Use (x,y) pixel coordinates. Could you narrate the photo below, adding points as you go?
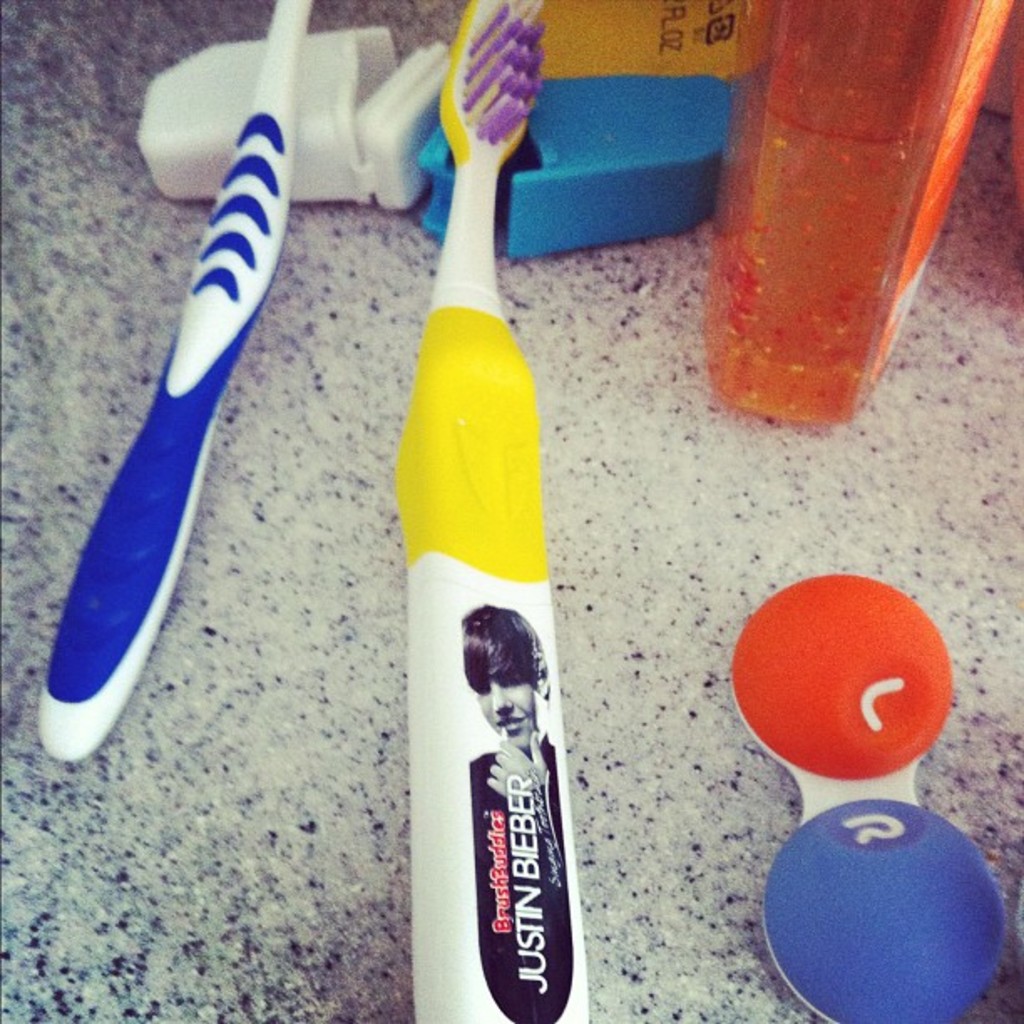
There are brushes (511,684). On the brush (481,638) there is a person's picture (495,684) and something is written. There is a bottle (740,244) and a capsule (575,155) of the brush (489,90). On the right corner (851,664) there is a orange and blue color thing (866,822). These are on a white surface (678,568).
